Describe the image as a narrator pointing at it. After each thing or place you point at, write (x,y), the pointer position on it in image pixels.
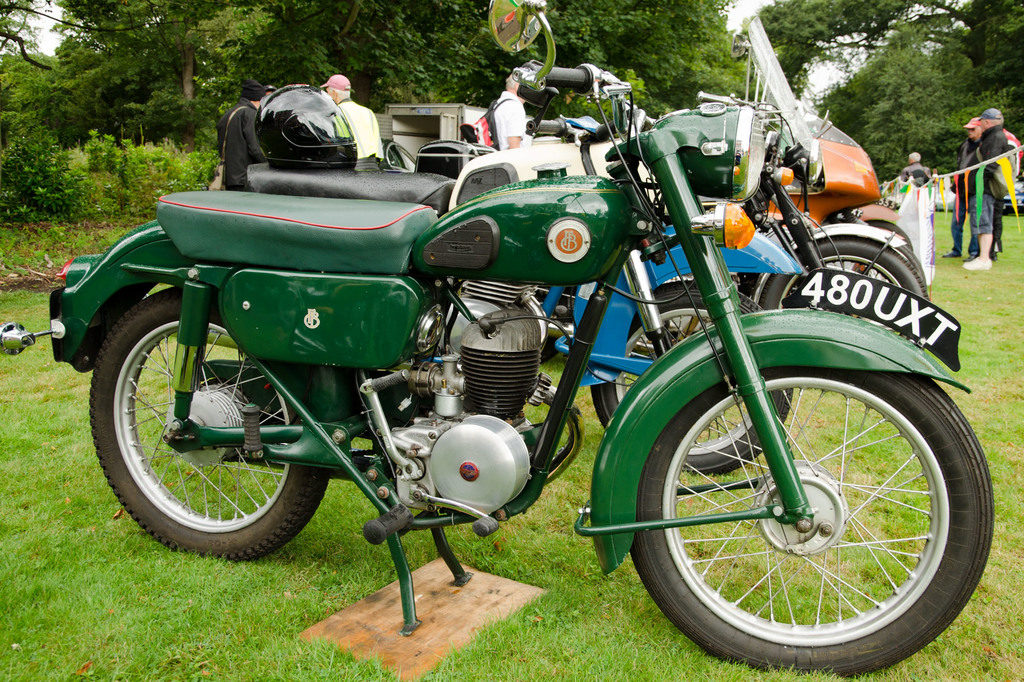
In this picture we can see few people (981,130) and few vehicles (688,234) on the grass (980,323), and we can see a helmet (314,147) on the motorcycle (390,175), in the background (373,96) we can find few trees (867,38).
